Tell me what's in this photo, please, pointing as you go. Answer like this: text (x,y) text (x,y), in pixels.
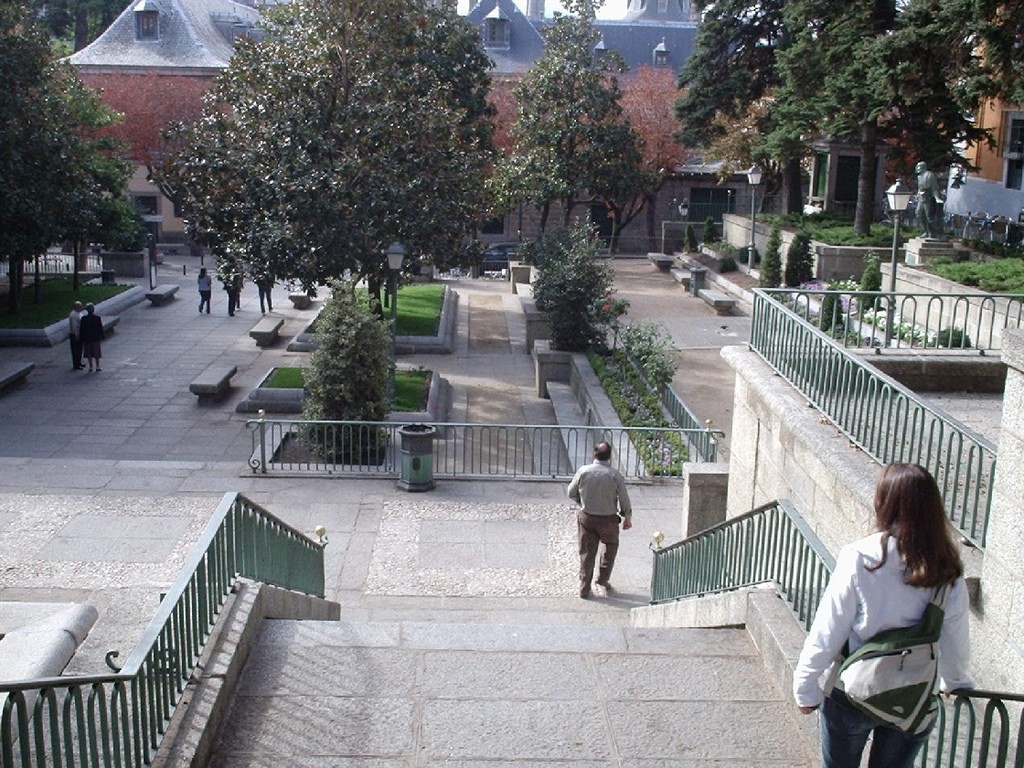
In this image we can see persons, stairs (485,647), fencing (876,426), trees (31,261), grass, plants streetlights (897,186), statue (930,219) and benches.
